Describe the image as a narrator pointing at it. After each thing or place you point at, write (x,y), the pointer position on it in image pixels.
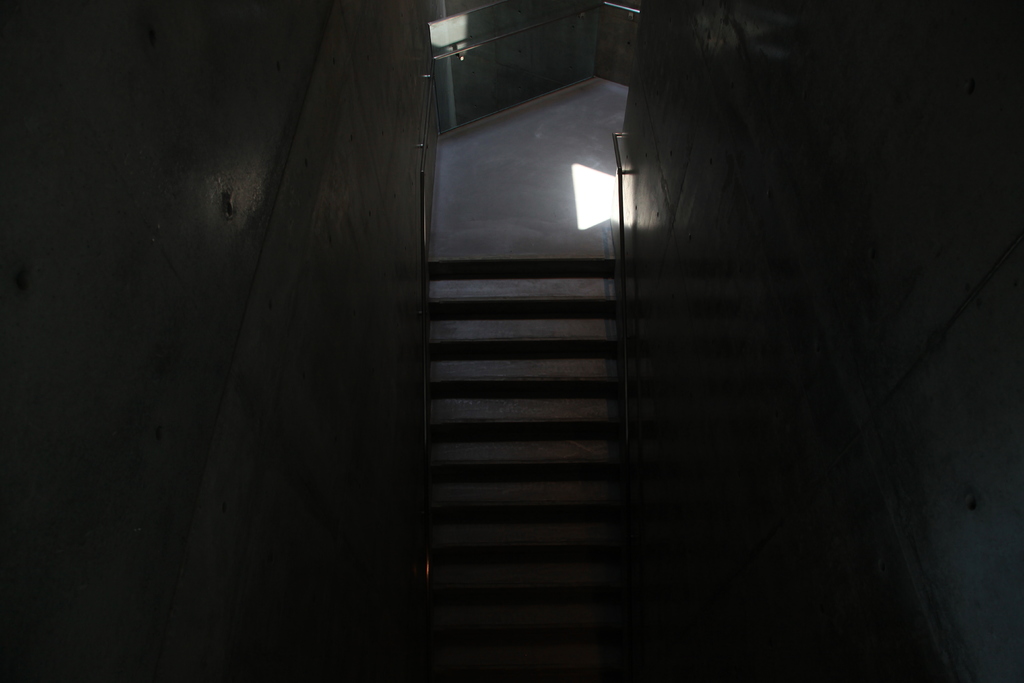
In the image we can see some steps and wall (659,218).
